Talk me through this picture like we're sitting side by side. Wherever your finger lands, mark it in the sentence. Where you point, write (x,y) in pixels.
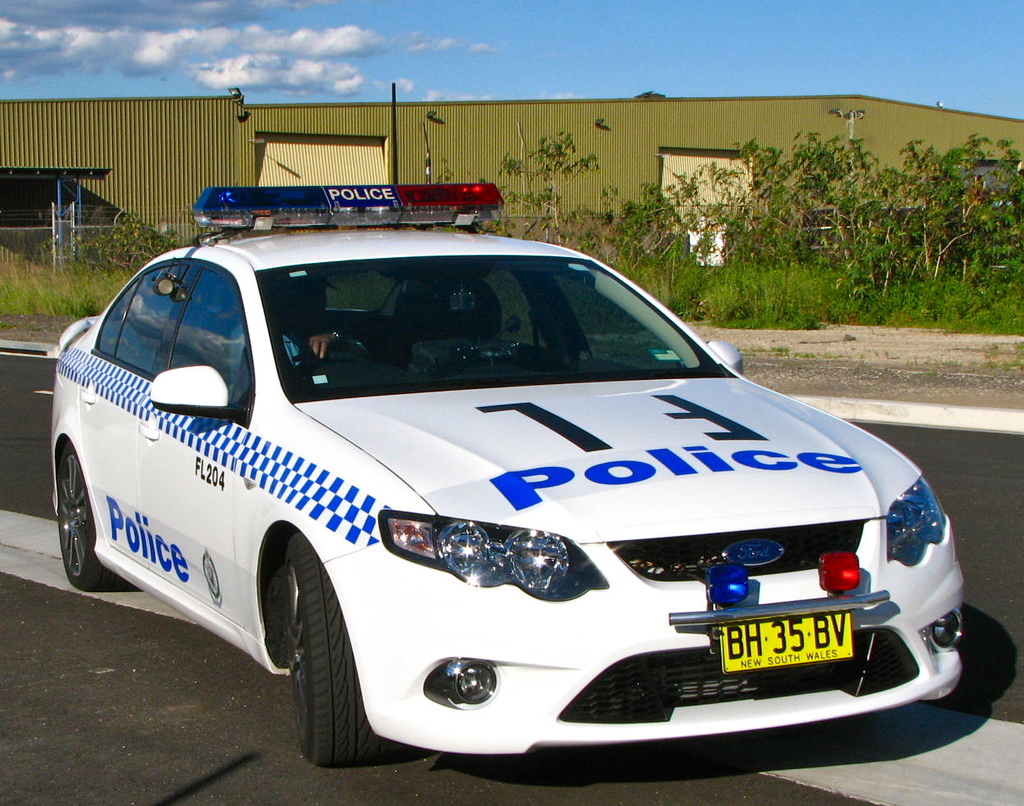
In the foreground of this image (420,678), there is a car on the road (254,725). In the background (862,257), there are trees (859,246), grass (832,284), fencing (46,216), a building (412,164) and the sky (547,37).
